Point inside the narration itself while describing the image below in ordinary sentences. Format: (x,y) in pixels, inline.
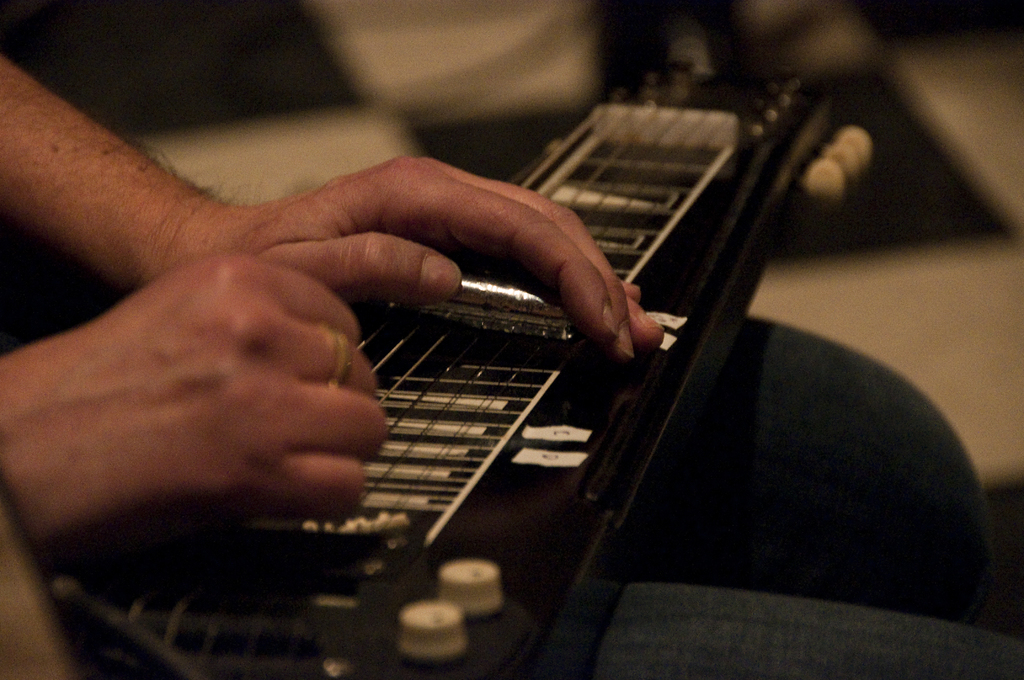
In this image, we can see a human hands (284,398) and lap (768,532). Here there is a musical instrument (522,484) is placed on his lap (748,434). Top of the image (434,60), we can see some white and black color.
